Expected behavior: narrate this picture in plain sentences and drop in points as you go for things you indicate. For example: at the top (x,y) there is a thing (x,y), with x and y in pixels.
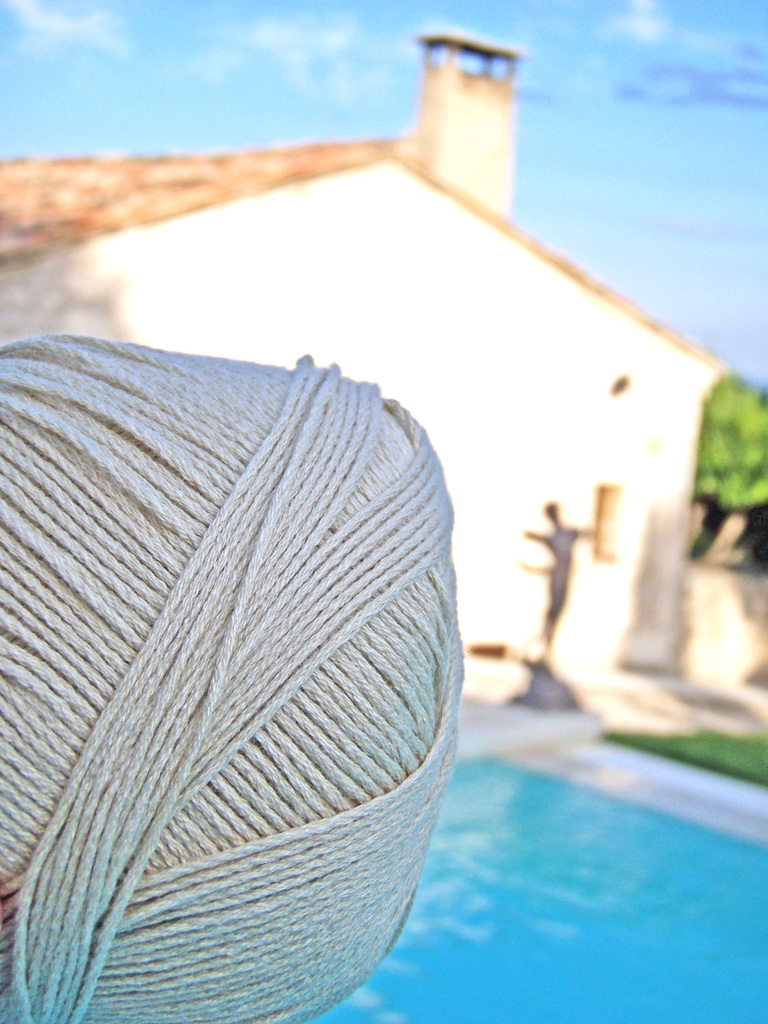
In this image we can see a yarn (229,771), swimming pool (485,902), building (523,464), trees (710,464) and sky (571,178) with clouds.
